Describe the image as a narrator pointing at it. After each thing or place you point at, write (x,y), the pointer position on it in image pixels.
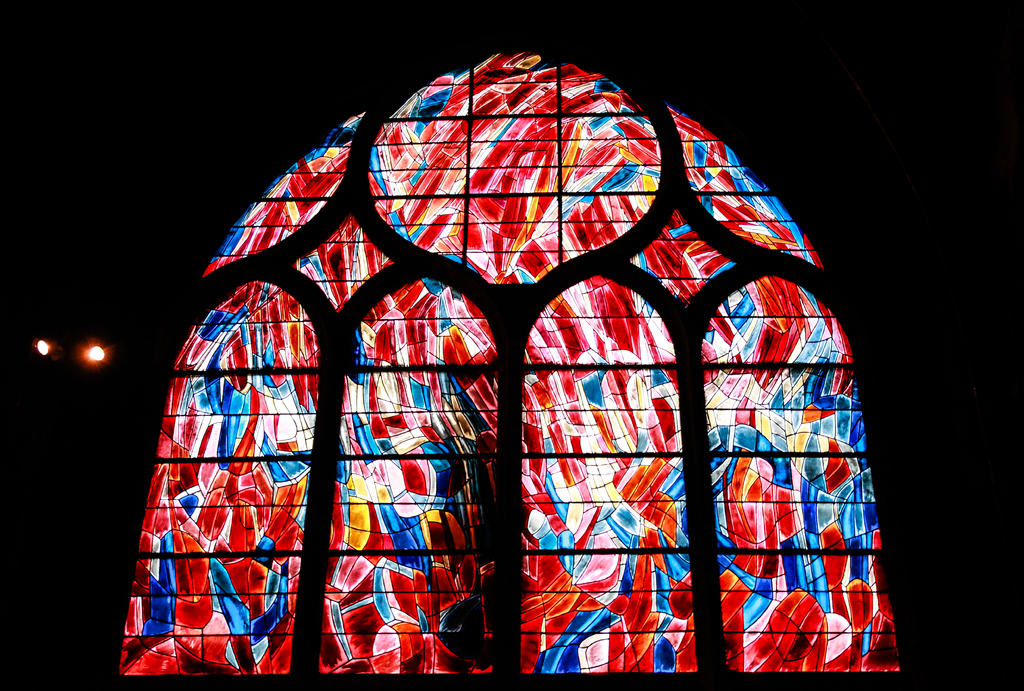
In this image we can see a glass painting (598,519). The background of the image (77,69) is black in color.
